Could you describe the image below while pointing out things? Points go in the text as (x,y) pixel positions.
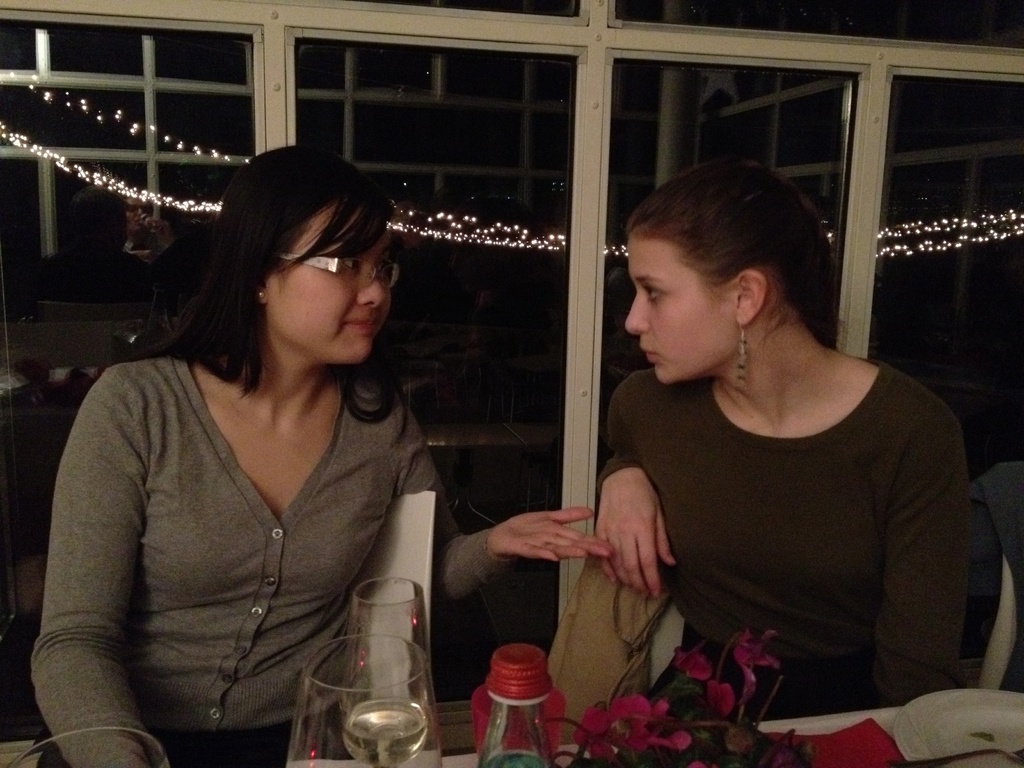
In this image, we can see two women (796,490) sitting on the chairs (424,553), there is a table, on that table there are some glasses (373,686), in the background (1011,131) there are some glass windows (399,123).
